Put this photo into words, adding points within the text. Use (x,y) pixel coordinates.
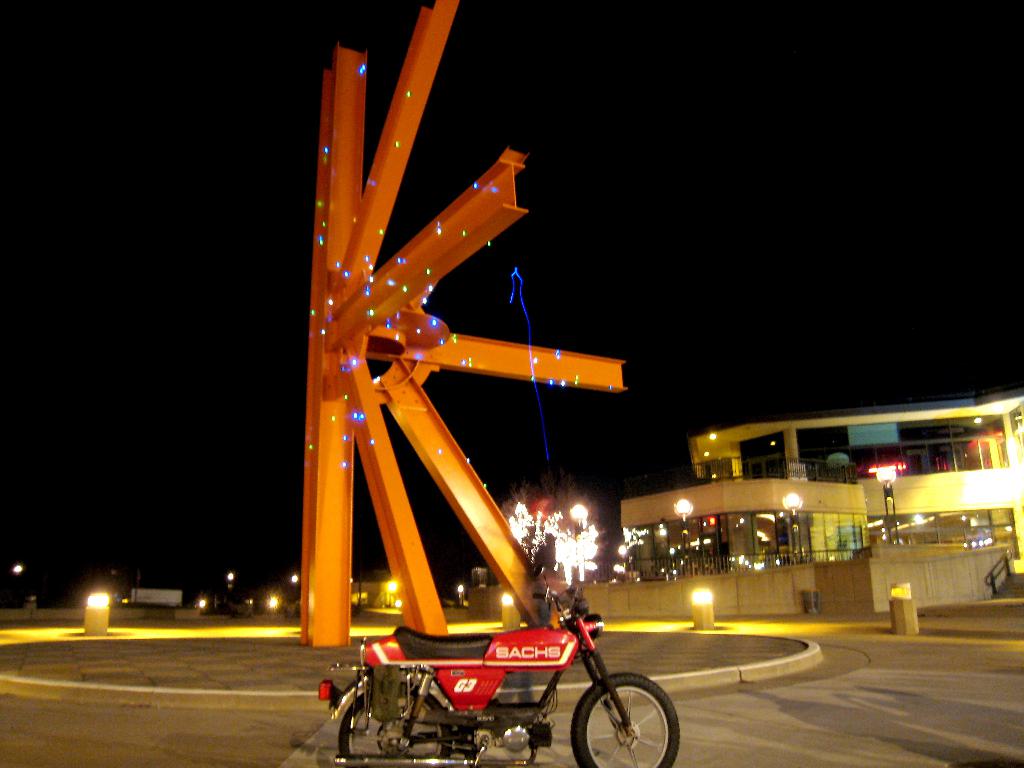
In this image, I can see a motorbike (548,654), which is parked. This is a building (771,536) with the glass doors (833,532). These are the light poles (701,591) with the lights (97,602). I think this is a modern architecture (412,369) with the iron pillars (378,436).
